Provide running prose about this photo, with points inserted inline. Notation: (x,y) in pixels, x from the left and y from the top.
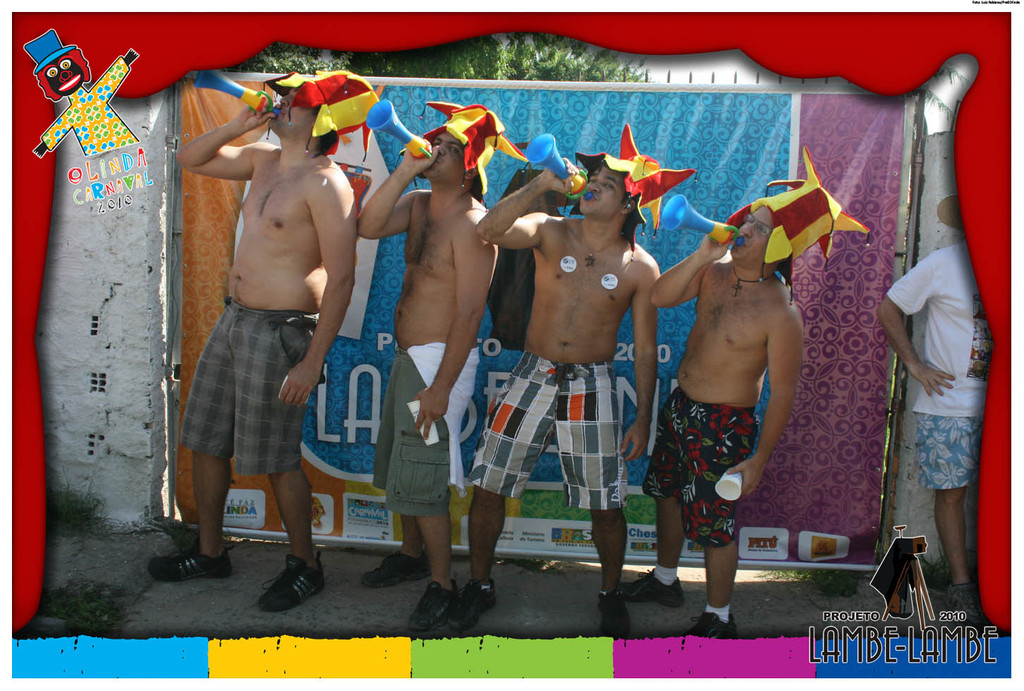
In the image we can see five men (437,453) standing, wearing clothes (974,392) and shoes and four of them are wearing joker cap (819,212) and holding object (583,189) in hands (565,183). Here we can see banner (713,151), wall (98,333), trees (522,57) and footpath (125,595). Here we can see watermark (848,633).
